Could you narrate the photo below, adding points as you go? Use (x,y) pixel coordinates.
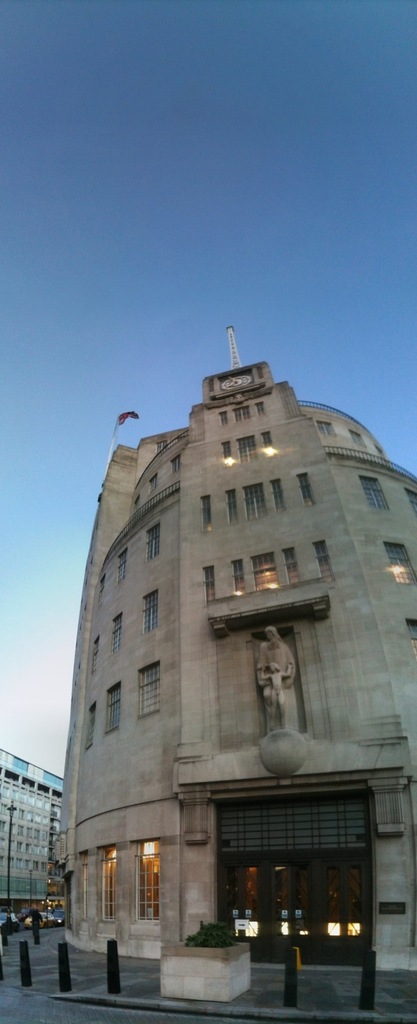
This is an outside view. At the bottom of the image (52,1002) I can see the road (49,1016) and a person (39,917) is walking on the footpath (41,959) and also I can see few vehicles (54,919). In a background (191,720) there are two buildings (189,677). On the top of the image (197,172) I can see the sky (256,178).
